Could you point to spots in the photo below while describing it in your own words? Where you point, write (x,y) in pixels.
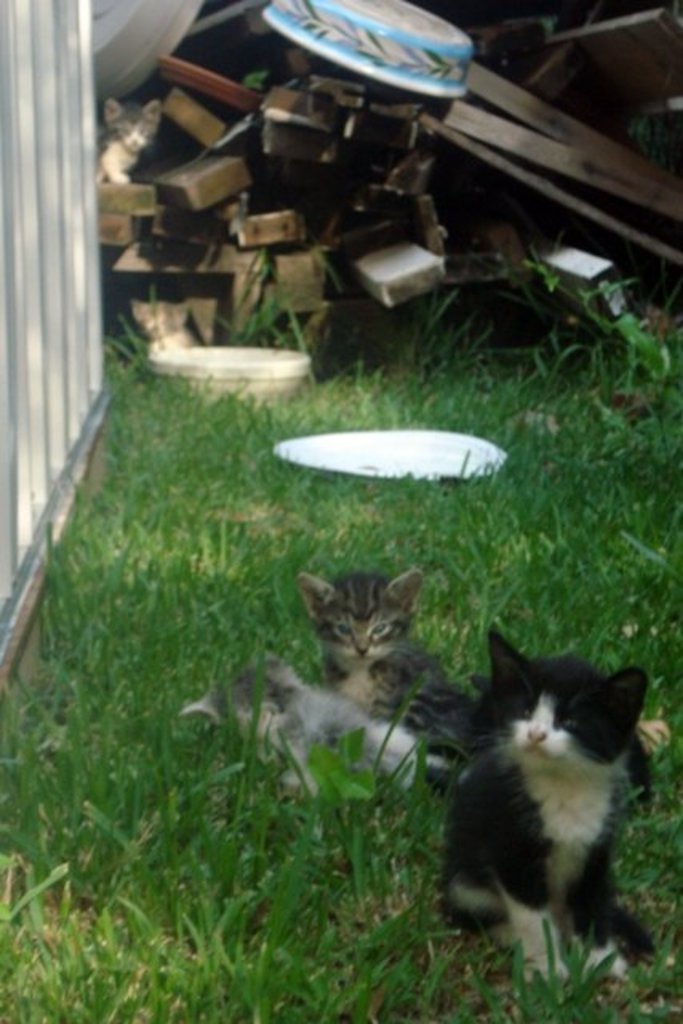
In this image I can see wooden planks (475,137) visible and on which I can see bowl (383,22) and cat (145,118), there are three cats (383,624) visible on grass (278,795) in the foreground (250,690).
